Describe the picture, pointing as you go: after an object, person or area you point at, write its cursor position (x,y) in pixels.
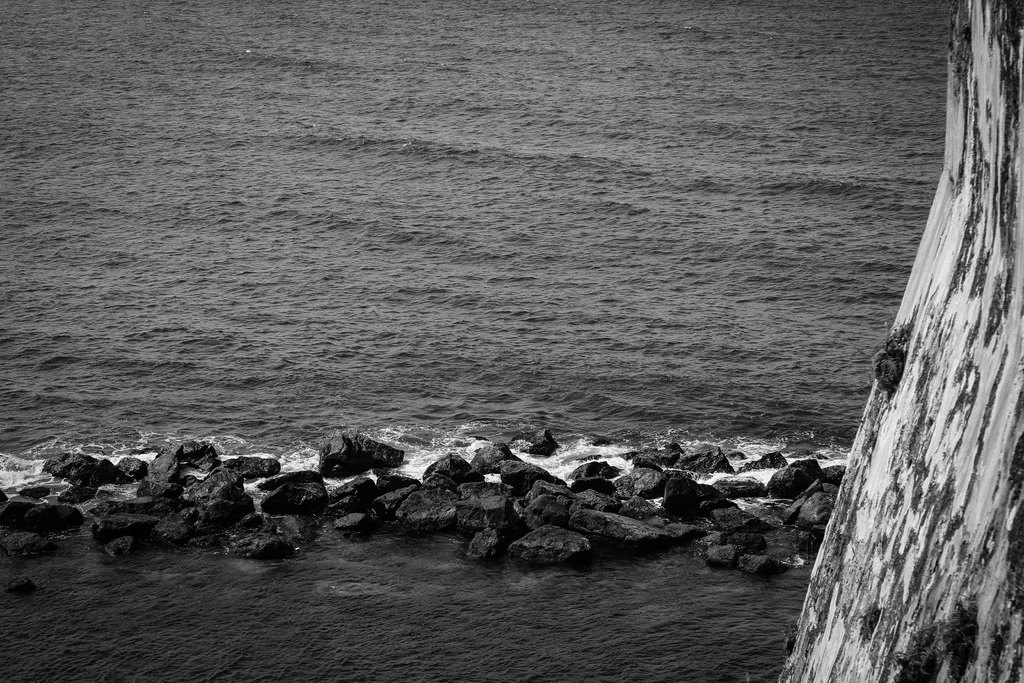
In the picture we can see water (561,585) in it, we can see stones (21,540) which are arranged in sequence and near it we can see a tree branch (861,527).
